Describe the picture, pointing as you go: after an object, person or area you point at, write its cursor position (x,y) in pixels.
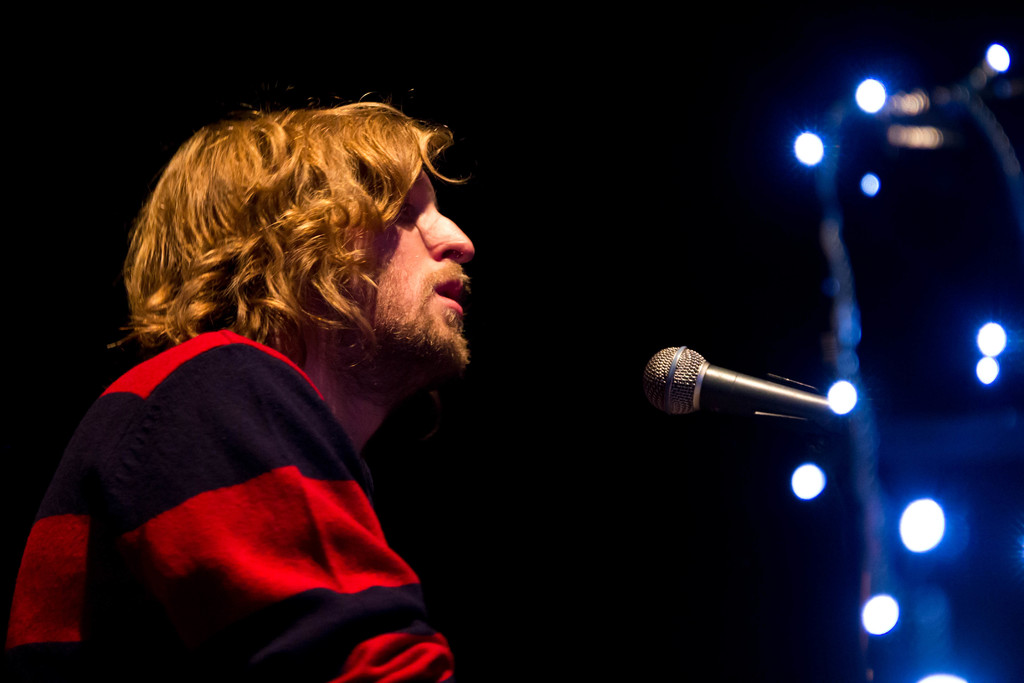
In this image there is a person (301,210) singing, there is a microphone (722,367), there are lights (845,395), the background of the image (46,220) is dark.
